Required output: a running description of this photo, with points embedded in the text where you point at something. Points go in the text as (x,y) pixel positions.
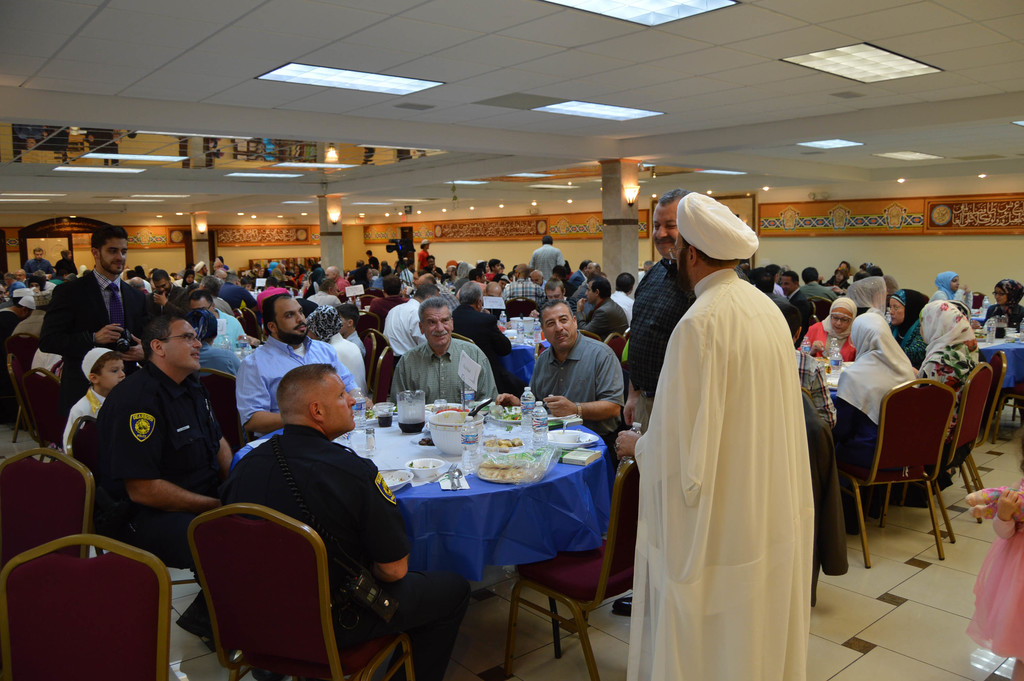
There is a group of people (406,380). They are sitting on a chair (573,554). Some people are standing. There is a table (519,484). There is a glass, food item (491,480), bowl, fork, spoon (472,412) on a table (475,473). We can see the background (333,194) there is a pillar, light (332,212).
